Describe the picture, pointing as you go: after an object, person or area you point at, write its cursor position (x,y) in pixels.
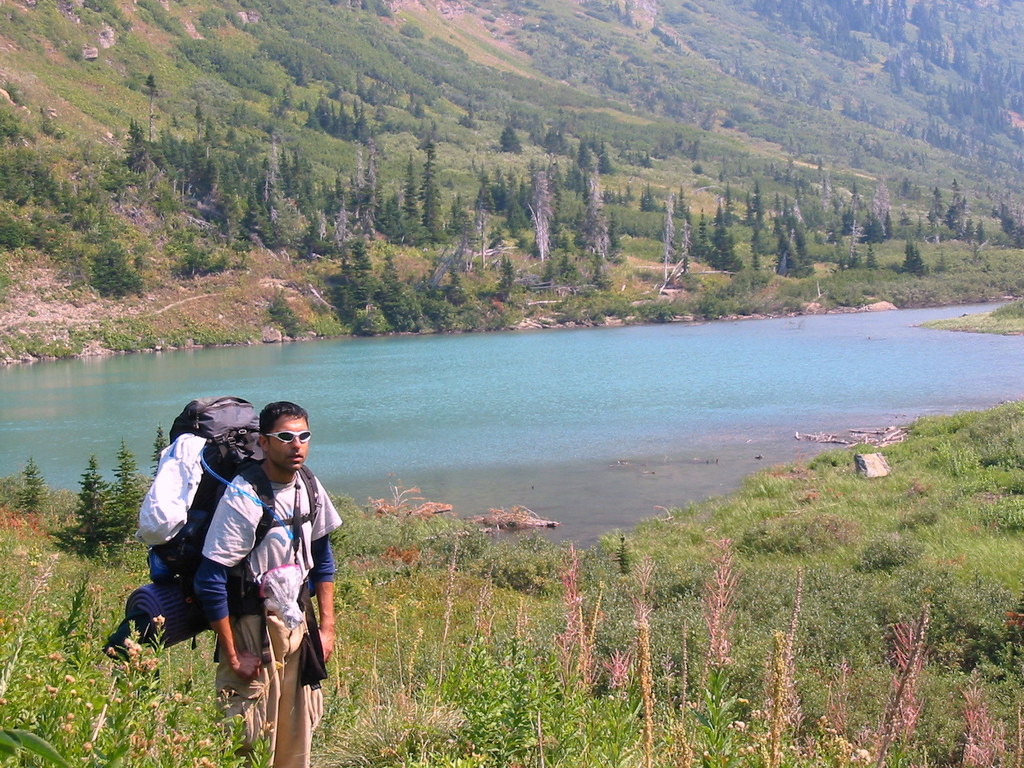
The image is taken at the outdoor. On the left side of the image (290,554) there is a man (285,642) standing he is wearing a backpack (200,528). In the background (444,403) there is a river (658,373), trees (321,212) and hill (578,58).
